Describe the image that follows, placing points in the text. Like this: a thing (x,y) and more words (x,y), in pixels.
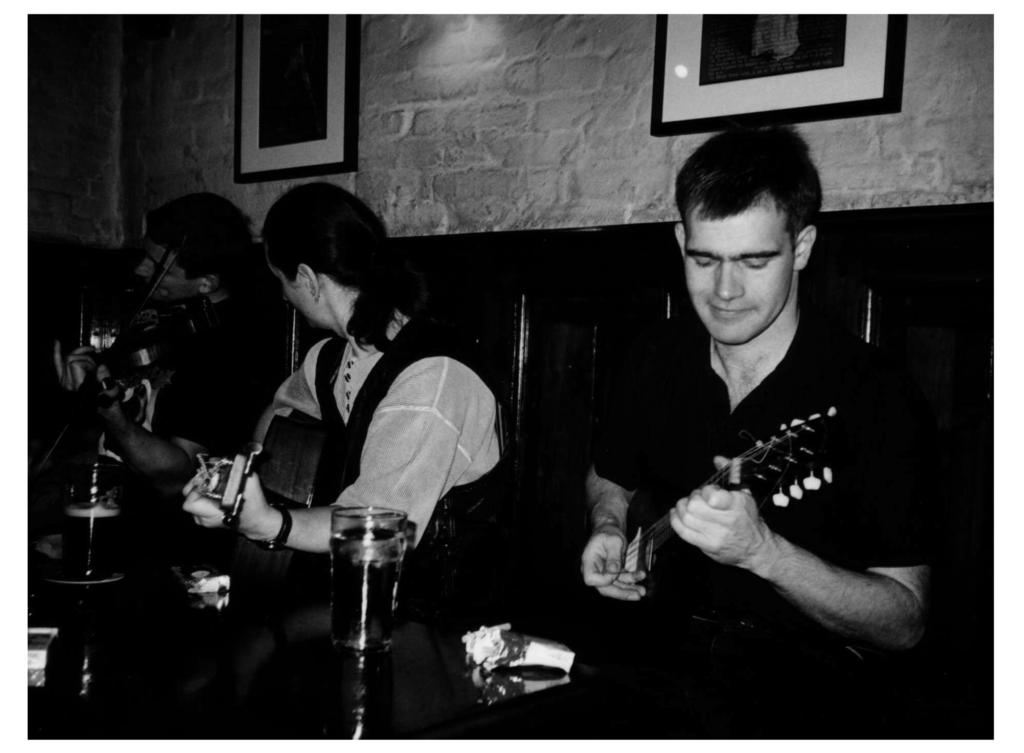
This is a black and white picture. In this picture, we see three people (213,337) are sitting on the sofa (559,578). Two of them are holding guitars (780,497) in their hands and they are playing guitars (715,484). The man (240,262) on the left side (178,276) is holding a violin (143,352) and he is playing it. In front of them, we see a table (439,690) on which glasses (109,536) containing liquids (107,548) are placed. Behind them, we see a wall (529,81) on which two photo frames (663,118) are placed.
